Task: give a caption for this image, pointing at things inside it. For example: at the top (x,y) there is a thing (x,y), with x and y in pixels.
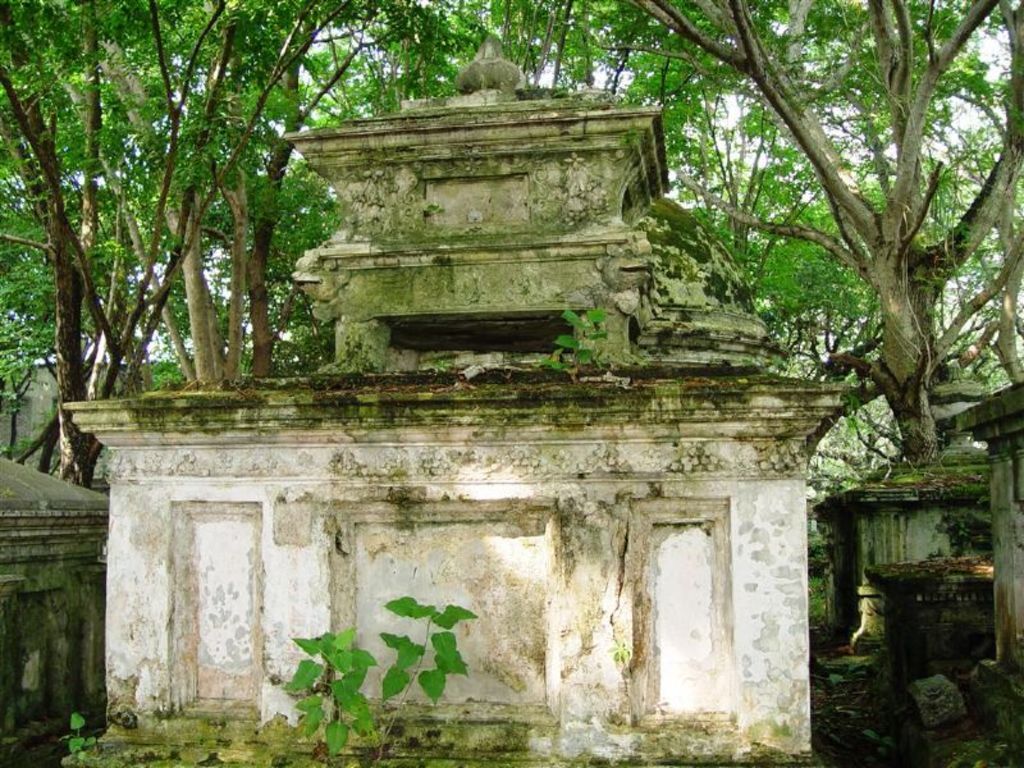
In this image we can see few buildings (491,570) and there are few trees (774,111) and the sky (826,117) in the background (781,116).
